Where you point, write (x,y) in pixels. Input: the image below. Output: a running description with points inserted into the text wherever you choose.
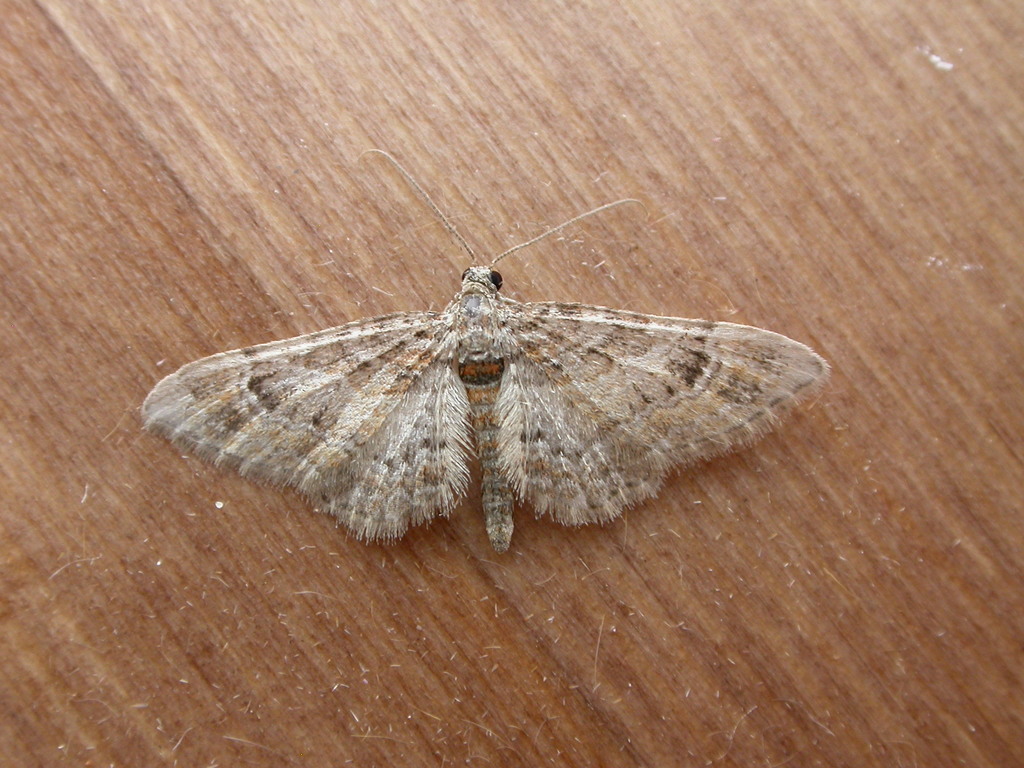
In this image we can the moth (386,319) which is placed on the top of the wooden object (408,285).
